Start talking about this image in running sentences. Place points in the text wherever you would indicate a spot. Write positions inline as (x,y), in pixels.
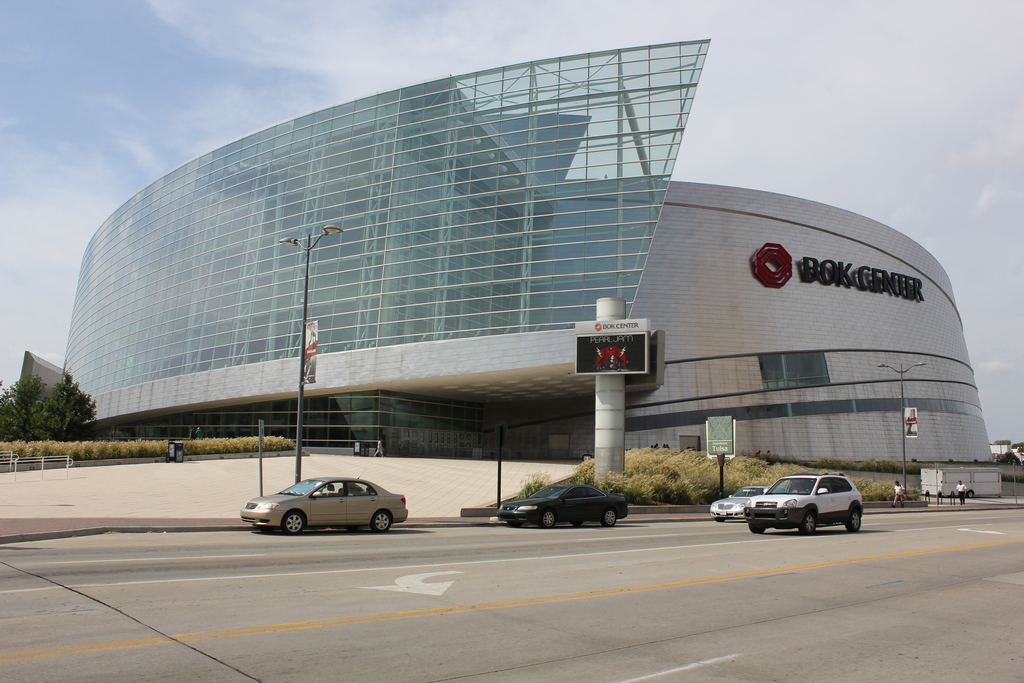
In this image I can see few vehicles (987,477) on the road (764,576), I can also see few light poles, few banners (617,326) attached to the pole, background (755,422) I can see trees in green color, a building (695,349) in white and gray color and the sky (62,18) is in blue and white color.
